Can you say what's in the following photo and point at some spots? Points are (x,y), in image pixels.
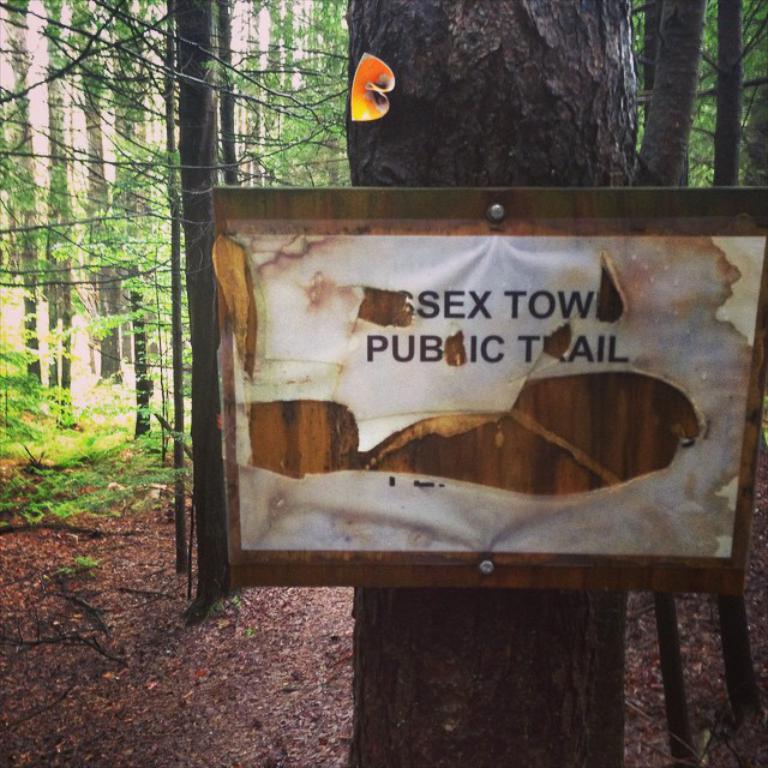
In this image I can see few trees (518,62) which are green and black in color and to the trunk (493,91) of the tree (540,90) I can see a board (482,294) which is white and brown in color and a orange colored object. I can see few leaves (181,644) on the ground (164,658).
